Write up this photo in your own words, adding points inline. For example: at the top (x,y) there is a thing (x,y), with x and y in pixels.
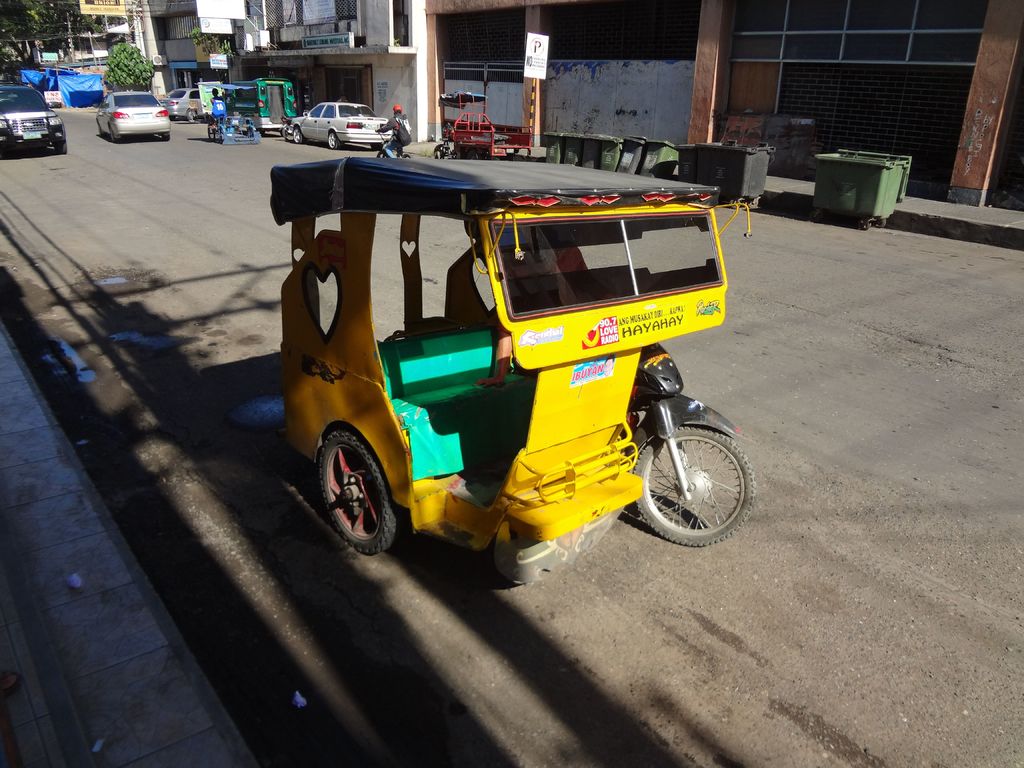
In this image we can see few vehicles (381,201) and there are few people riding the vehicles (315,176). Behind the vehicles (333,170) we can see dustbins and buildings (277,31). In the top left (129,48), we can see the trees (55,50), covers (96,75) and boards (343,36) with text (323,36).
